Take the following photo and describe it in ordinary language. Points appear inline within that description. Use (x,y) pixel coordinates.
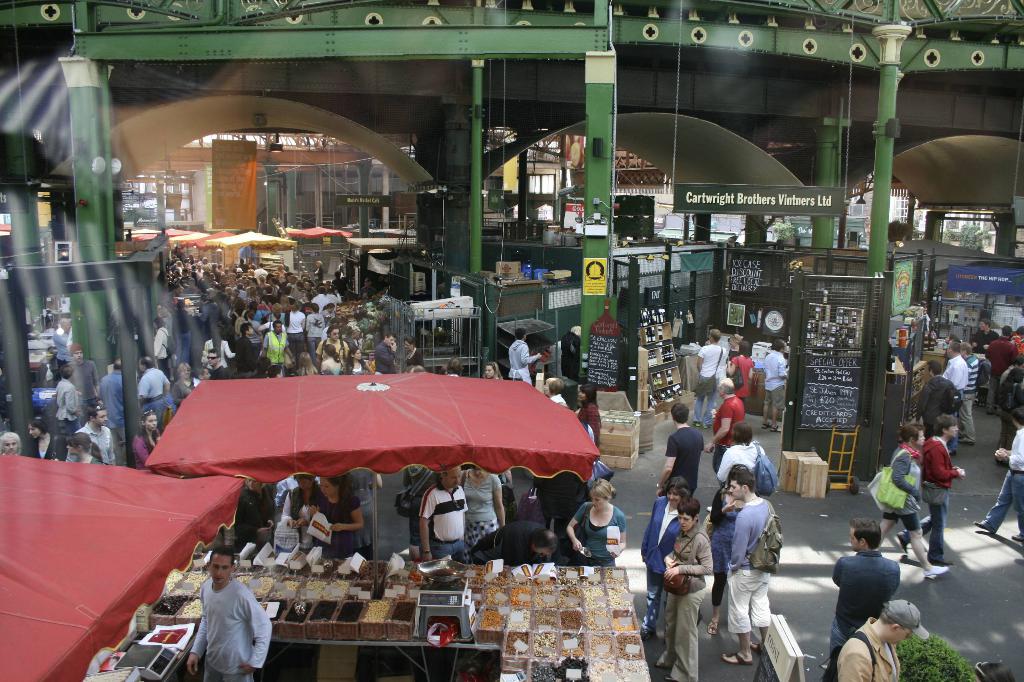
In this picture we can see some people (342,297) are standing, we can also see some stores (535,639), there are tables (579,644) at the bottom (535,652), we can see some things (400,615) present on these tables (498,613), we can see poles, boards (755,213) and tents (287,246) in the middle (429,263), in the background (415,168) there is a building (379,164), it looks like a bridge (314,39) at the top of the picture (652,57), we can see some text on these boards (812,420).
